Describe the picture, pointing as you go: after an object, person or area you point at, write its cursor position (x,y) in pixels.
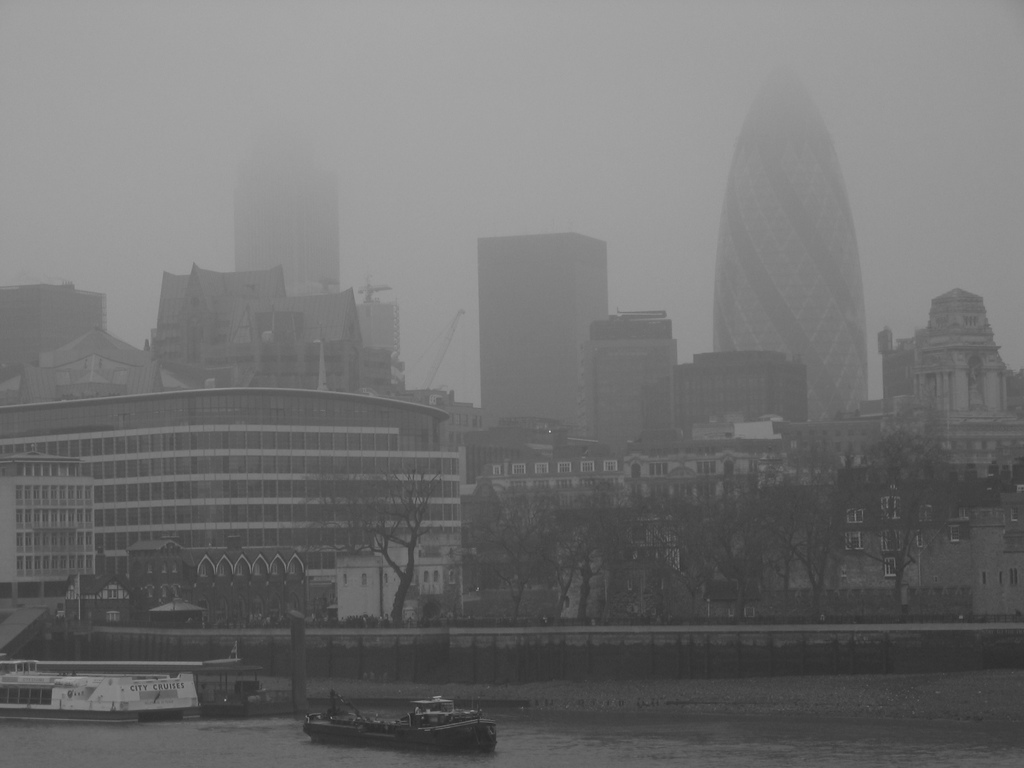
There are boats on the water (591,727). Here we can see trees (739,575) and buildings (464,455). In the background (112,148) there is sky (534,103).
